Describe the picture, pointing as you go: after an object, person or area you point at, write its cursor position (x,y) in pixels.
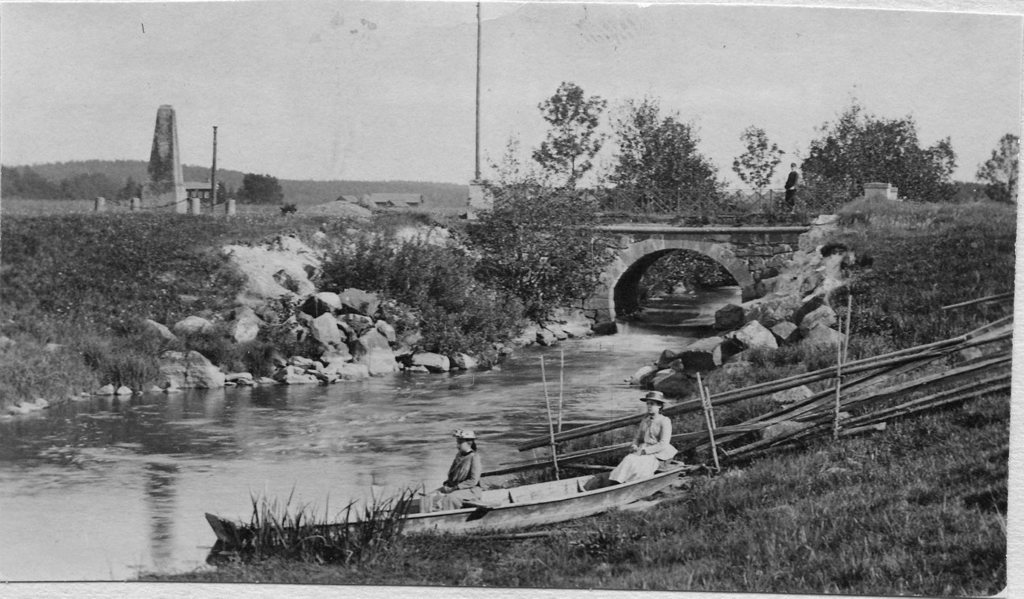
In this image in the front (590,537) there is grass (505,540) on the ground (728,541) and there is a boat (559,482) with the persons (468,482) sitting in the boat (557,489). In the center (472,398) there is water (538,388), there are stones (292,363) and in the background (704,218) there are trees (578,191) and there is a bridge (712,229), there are poles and there is wall (157,159) and there are mountains (406,188) and there is a person (796,185) standing on the bridge (806,196).
